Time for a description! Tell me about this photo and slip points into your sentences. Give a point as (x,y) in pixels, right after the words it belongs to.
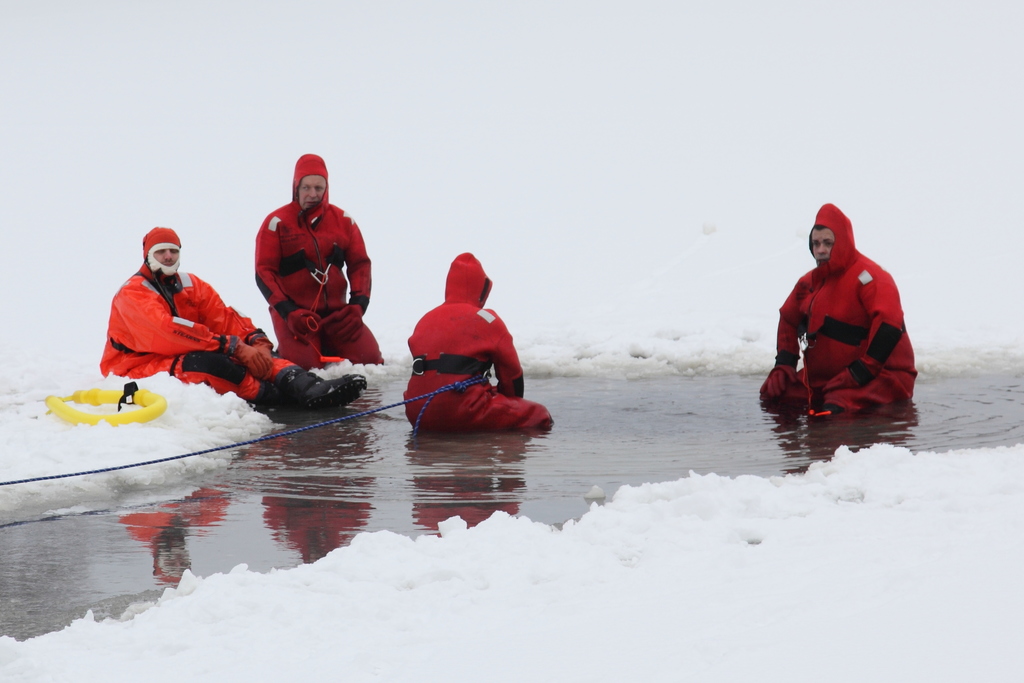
In this image in the center (493,312) there are some people (873,359) who are sitting, and at the bottom (668,474) there is snow (931,508) and small pond (330,467).
